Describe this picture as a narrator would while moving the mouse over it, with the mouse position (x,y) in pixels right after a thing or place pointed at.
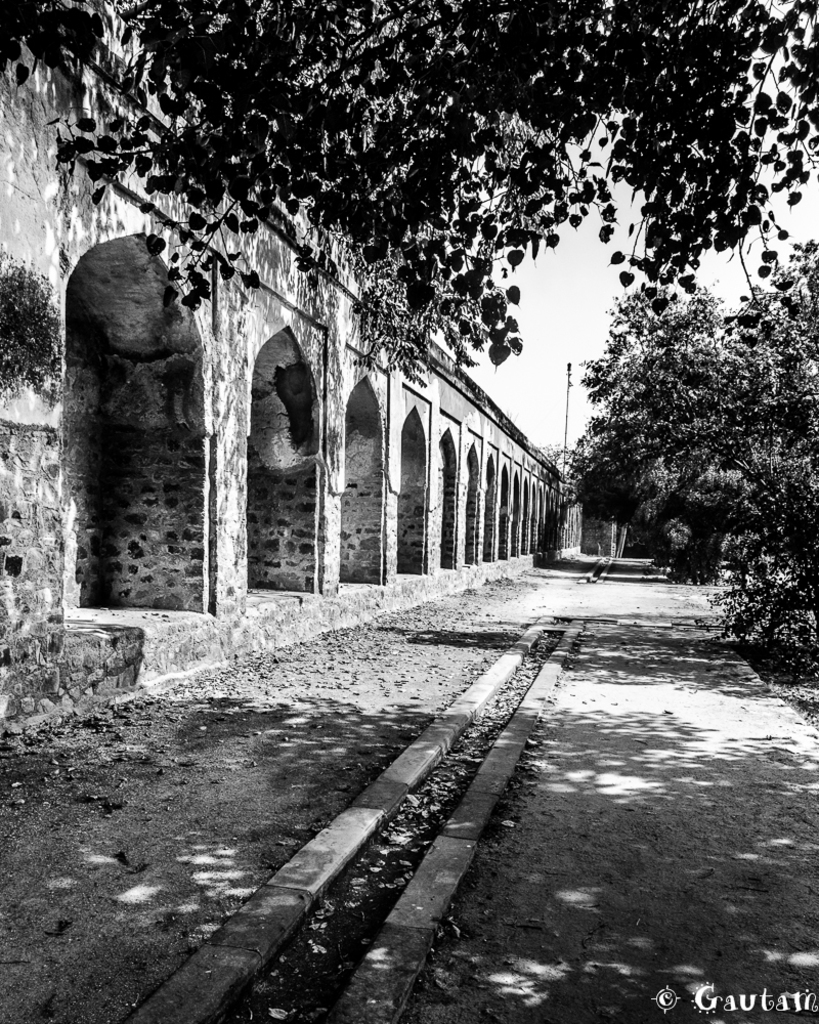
In this image I can see a building (380,364) on the left side (174,469) and on the right side (704,466) I can see few trees (750,642). I can also see shadows (656,644) on the ground (583,700) and on the bottom right corner of this image (799,1007) I can see a watermark (806,997). I can also see this image is black and white in colour.
